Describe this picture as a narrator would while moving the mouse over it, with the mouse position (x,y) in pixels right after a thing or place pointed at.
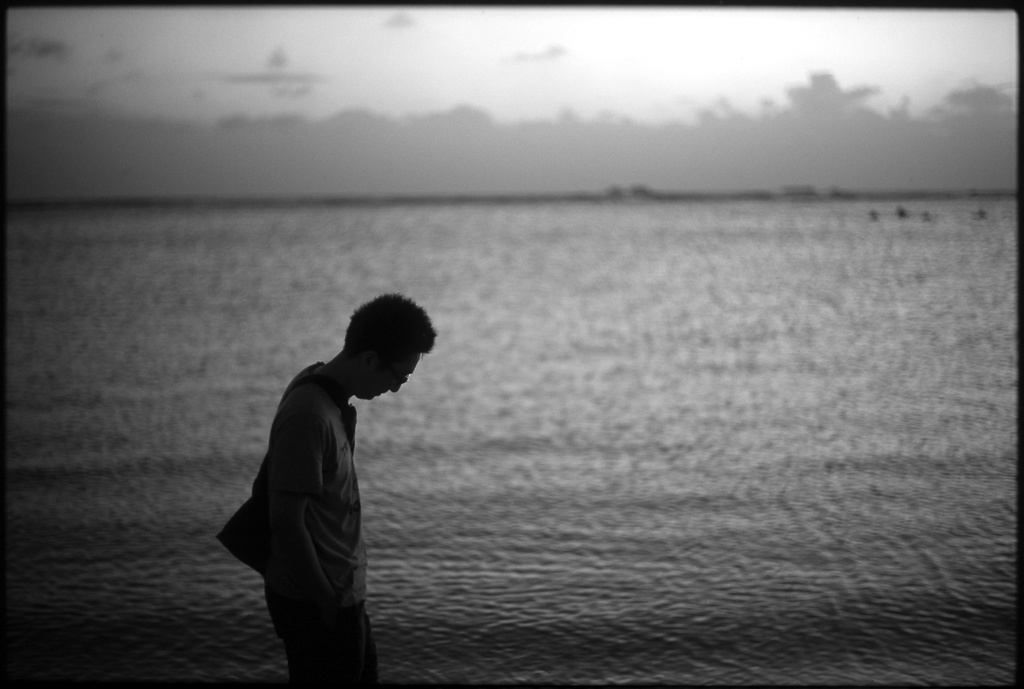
This is black and white picture, there is a person (300,523) standing and wore bag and we can see water (705,206). In the background (529,124) we can see sky (249,152).
